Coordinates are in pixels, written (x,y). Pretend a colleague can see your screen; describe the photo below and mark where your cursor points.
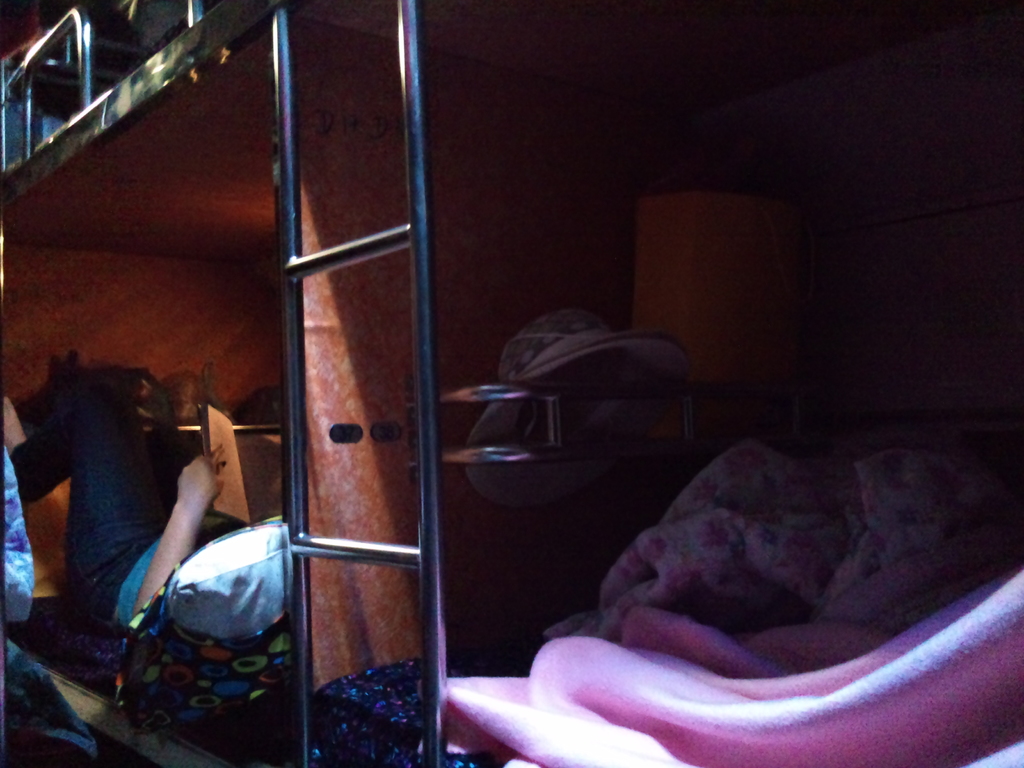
In this image there is a person (43,439) lying in the bed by holding a book (232,472) in his hand (199,472), around the person (144,443) there are metal rods (365,545) and some other beds (608,628) with blankets (613,612) and some other stuff (577,424).
